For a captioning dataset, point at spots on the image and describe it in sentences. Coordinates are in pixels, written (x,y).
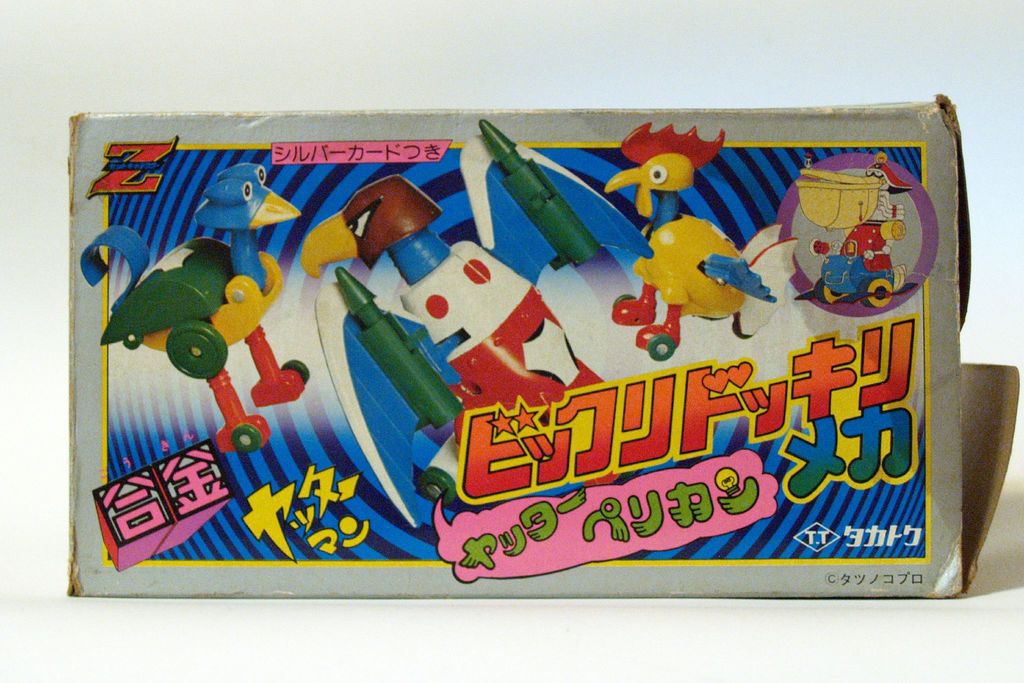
In this image I can see the box (510,407) on the white color surface (592,637). I can see the colorful sticker (557,317) to the box (478,479). There are toys (442,368) and text (564,434) on the sticker (517,402).
